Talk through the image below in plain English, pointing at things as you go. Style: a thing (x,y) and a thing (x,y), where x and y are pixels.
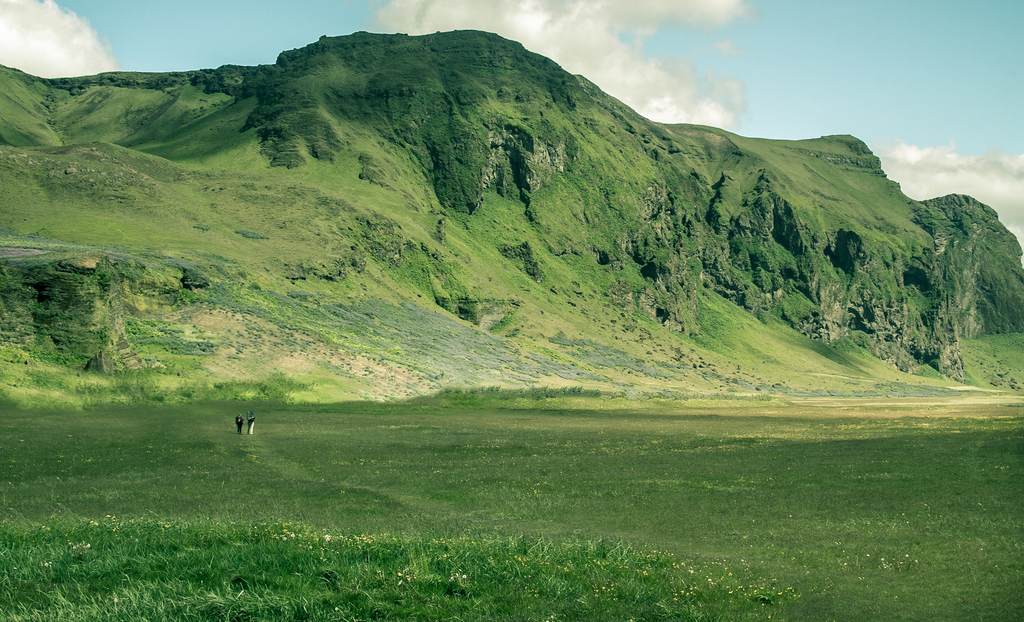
In this image there are hills (412,299) and sky (637,28). At the bottom (355,543) there is grass (318,492) and we can see people (250,414).
